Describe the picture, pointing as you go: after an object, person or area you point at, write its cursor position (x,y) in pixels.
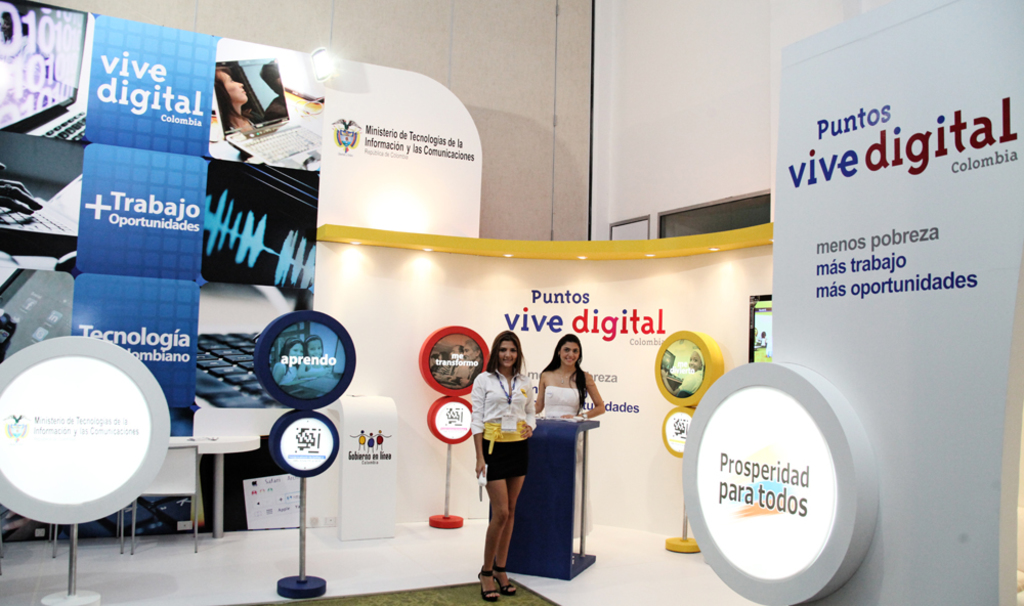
In the middle of the image (524,383) we can see two women (496,394), they both are standing, beside to them we can find few hoardings (306,370) and a light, and also we can see few chairs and a table (223,452).
